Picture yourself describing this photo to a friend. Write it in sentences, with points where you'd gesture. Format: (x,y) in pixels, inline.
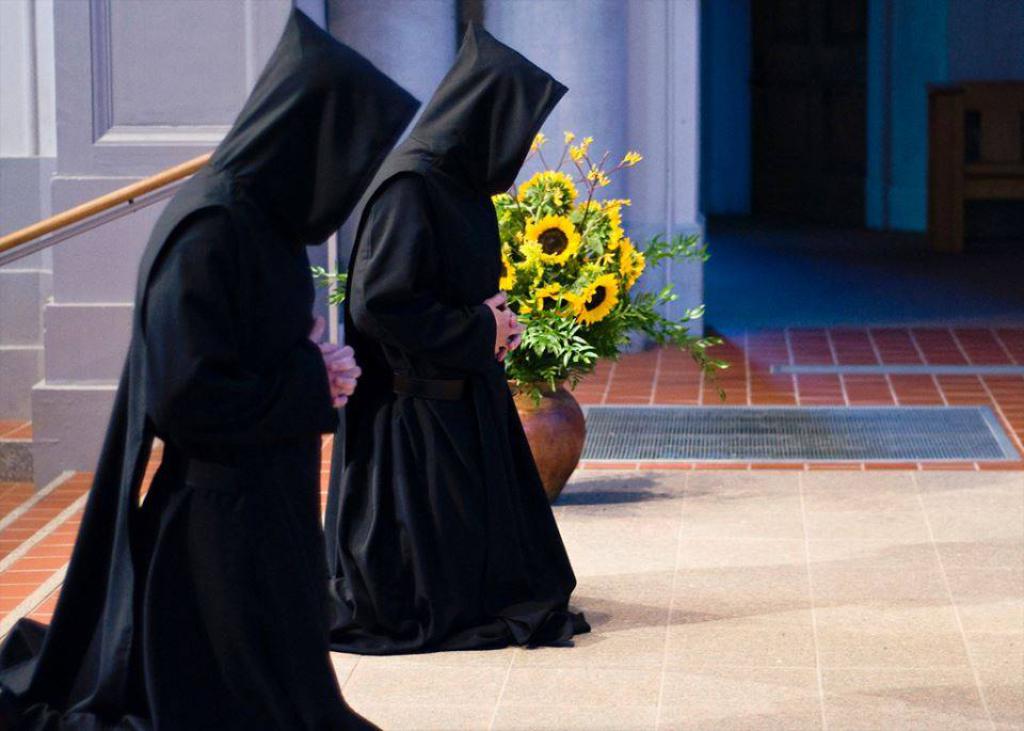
This image is taken indoors. At the bottom of the image (591,630) there is a floor (662,549). In the background (147,120) there is a wall (147,139) and there is a pillar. There is a flower vase (569,450) with flowers (528,264). On the left side of the image (229,285) two persons (345,478) are sitting on the knees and praying god.
